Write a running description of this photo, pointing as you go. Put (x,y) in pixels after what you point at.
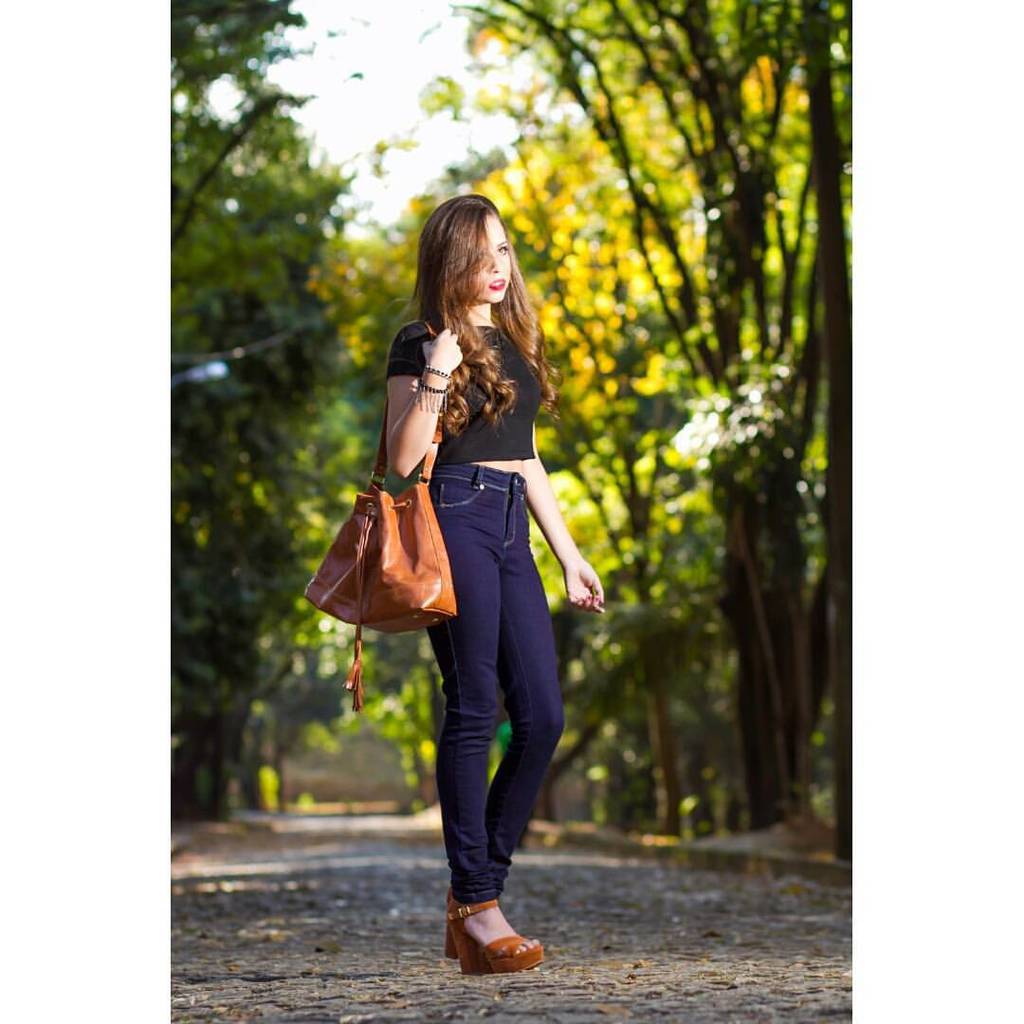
In this image in the middle (449,549) there is a woman (460,618) she wears t shirt (502,364), trouser (515,681) and handbag (397,545) her hair (461,275) is long. In the background (529,236) there are trees (550,160) and sky (394,112) and road (331,826).
